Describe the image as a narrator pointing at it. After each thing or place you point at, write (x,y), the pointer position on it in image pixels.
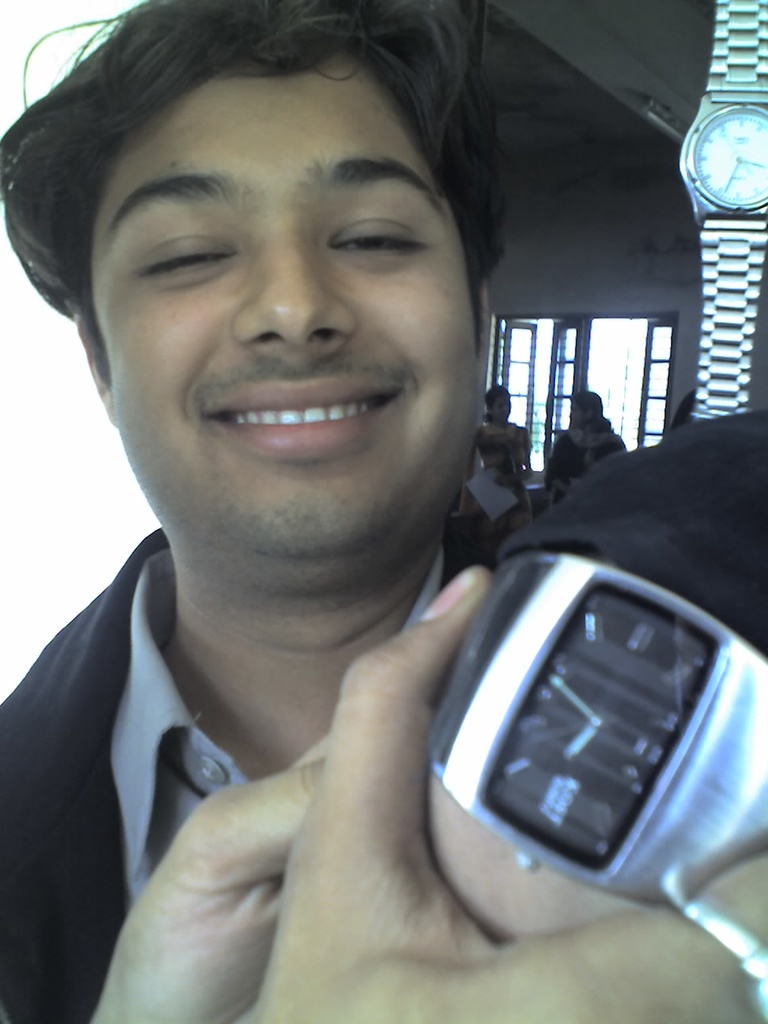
In the center of the image (360,551) there is a man (274,421) standing and smiling. At the bottom (296,938) we can see person's hand (346,878) holding a hand (488,874). In the background (680,413) there are people (588,454). On the right (749,161) there is a watch (737,115). We can see windows (596,376) and walls (591,220).
